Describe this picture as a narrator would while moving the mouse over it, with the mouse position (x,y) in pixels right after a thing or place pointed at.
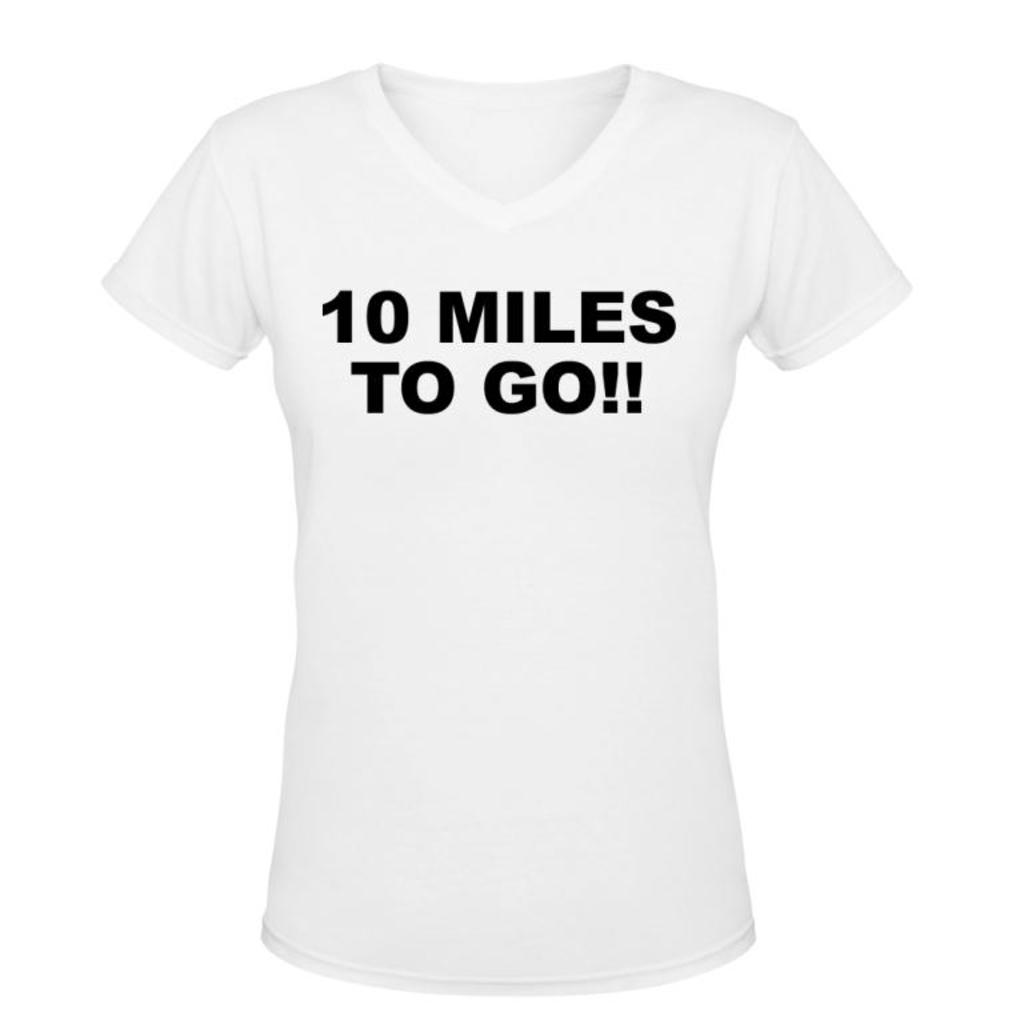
In this image we can see white color T-shirt (598,702) upon which we can see some edited text (342,302) in black color. The background of the image (101,1010) is in white color.
